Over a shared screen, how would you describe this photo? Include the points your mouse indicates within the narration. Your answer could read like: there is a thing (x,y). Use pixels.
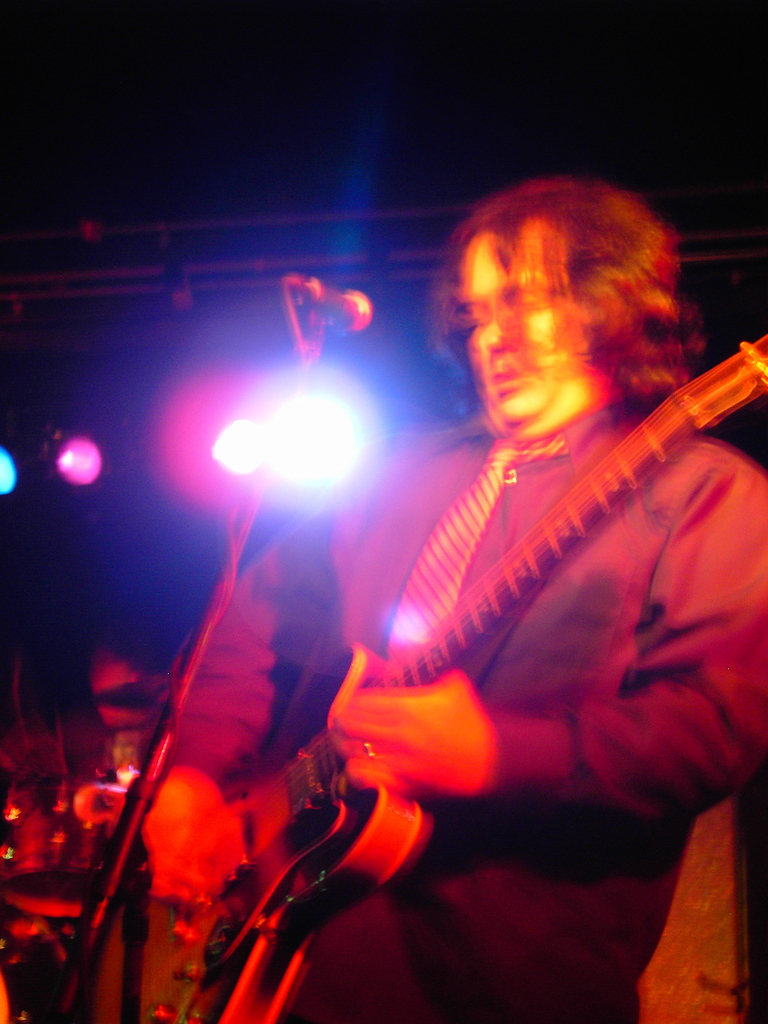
In this image a man (426,714) is playing guitar (436,671) in the middle of the image (450,591). He is wearing a tie (464,497) and a shirt (606,744). There is mic (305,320) in front of him. In the background (235,427) there are lights (83,451). The other things (48,907) are not clear in the background (57,903).
